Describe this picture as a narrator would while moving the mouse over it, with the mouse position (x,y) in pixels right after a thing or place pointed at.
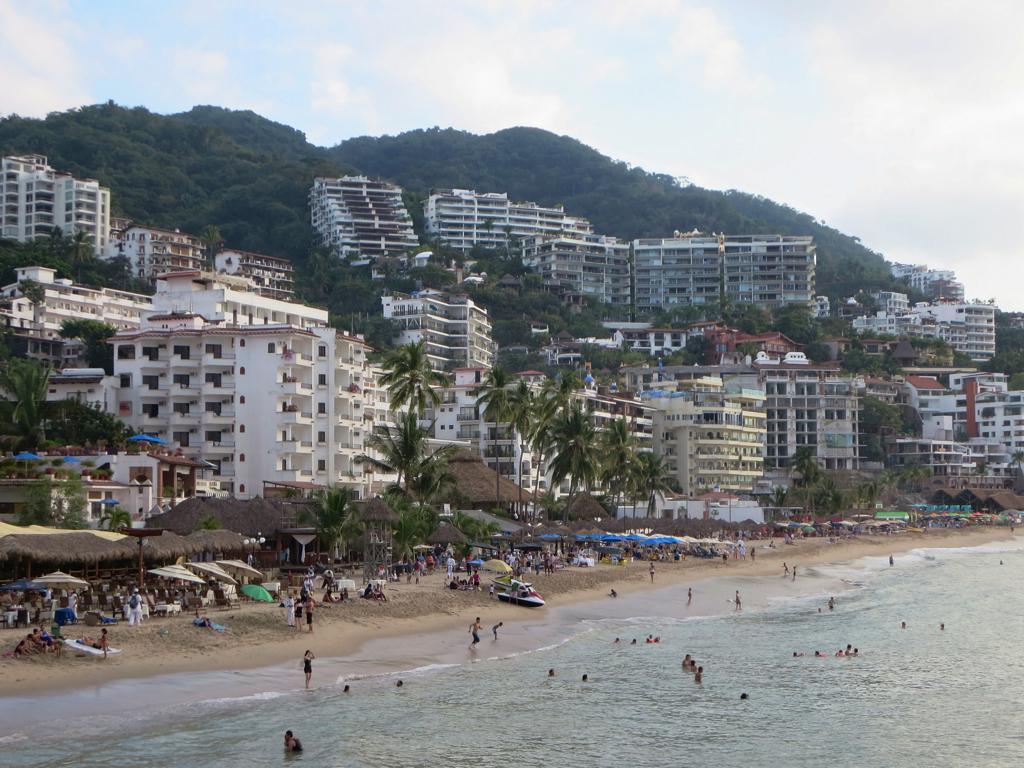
In this picture I can see the trees (1007,359), mountains (826,272) and buildings (461,306). At the bottom (453,742) I can see some persons (292,738) who are swimming in the water (904,664). In the center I can see many persons (422,562) on the beach (241,628). Beside them I can see the tables (159,603), umbrellas (262,590), sheds (1001,499) and other objects (185,602). At the top (564,16) I can see the sky (661,40) and clouds (695,52).
